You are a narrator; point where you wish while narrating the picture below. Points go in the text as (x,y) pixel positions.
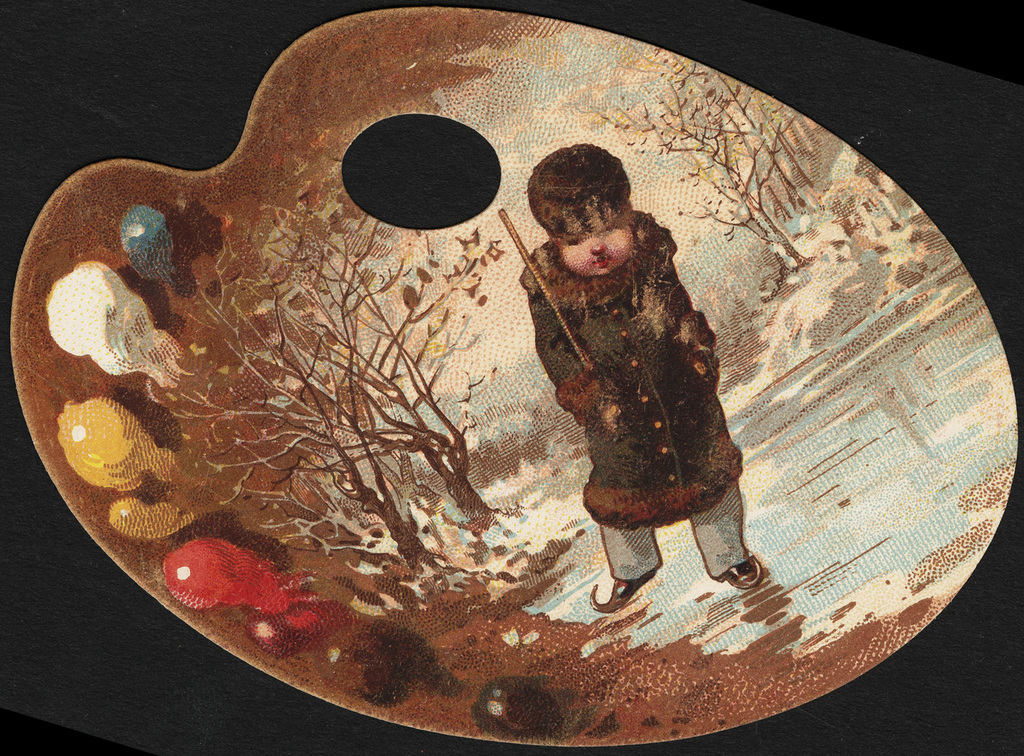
It's an art, in this art a little boy (734,455) is walking. He wore a coat (674,373).
